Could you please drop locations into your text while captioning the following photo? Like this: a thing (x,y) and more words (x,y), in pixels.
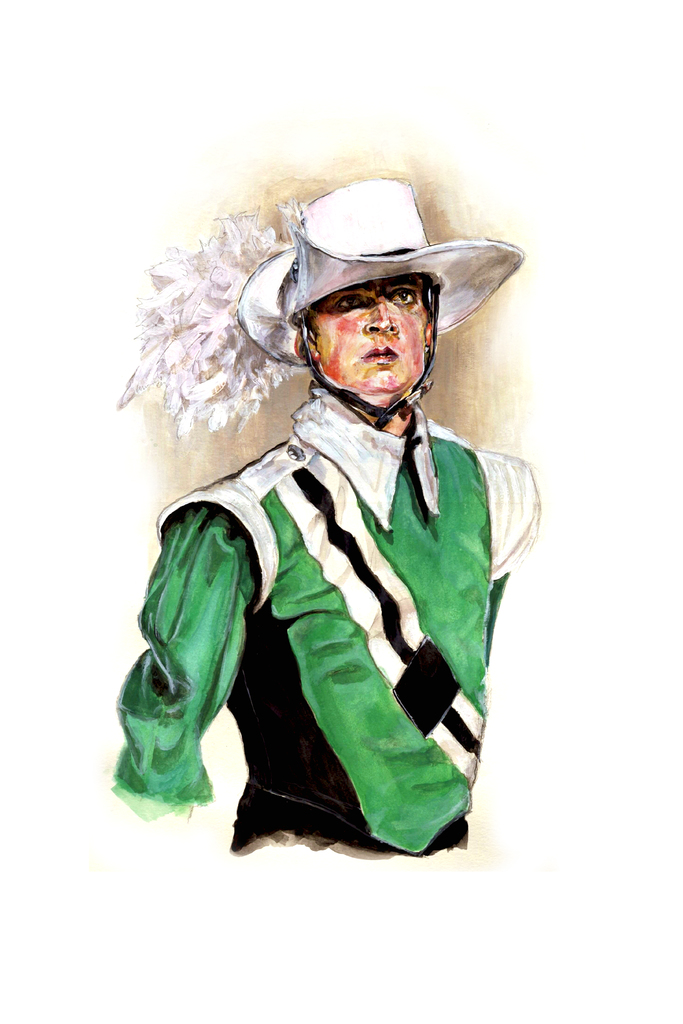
This picture shows painting of a man (183,739). He wore a cap (380,257) on his head (336,331) and we see a white background (574,812).
